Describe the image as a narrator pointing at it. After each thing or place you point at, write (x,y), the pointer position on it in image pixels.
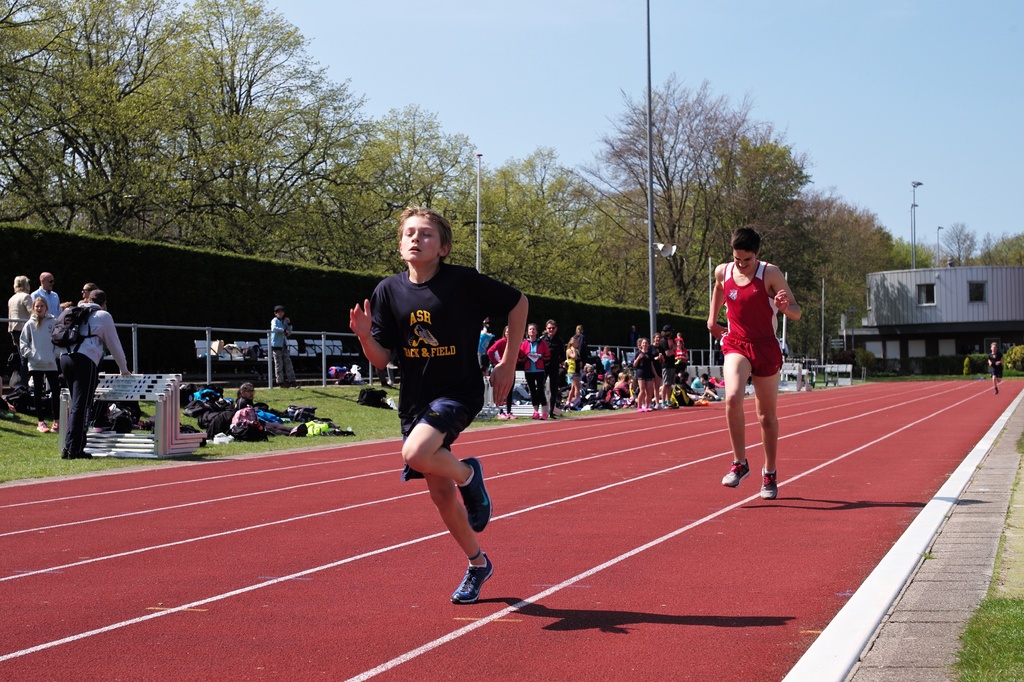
In this picture I can see there are two people (419,396) running and they are wearing jerseys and there are few people (535,355) sitting and standing on the left (251,396). There is a building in the backdrop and there are plants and trees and the sky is clear.
